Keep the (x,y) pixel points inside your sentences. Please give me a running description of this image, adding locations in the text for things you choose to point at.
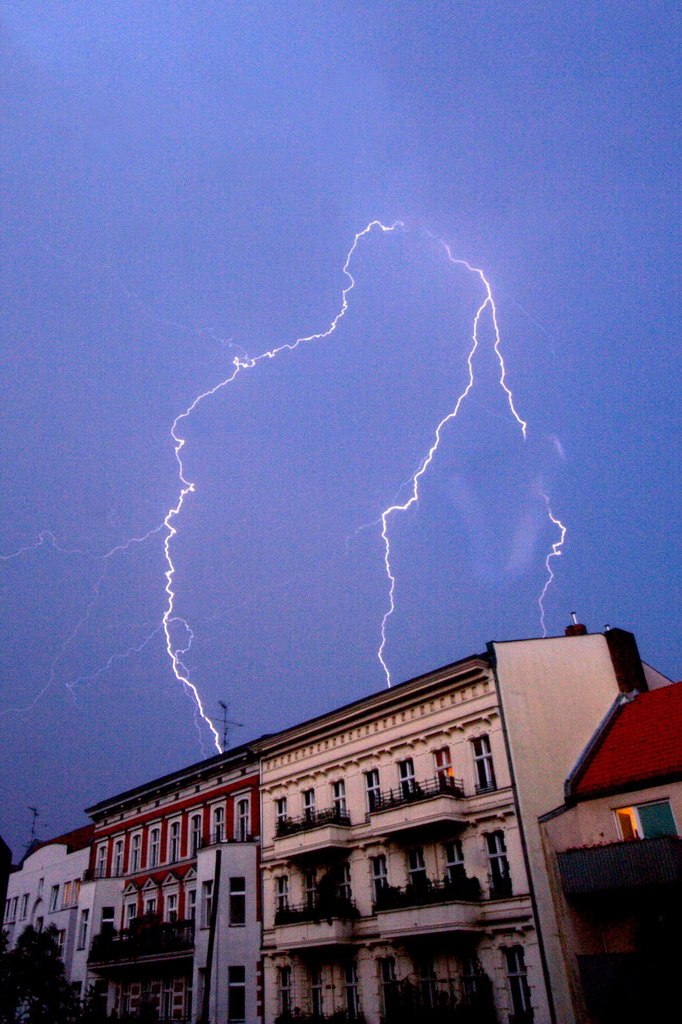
At the bottom (364,1018) we can see a building (334,1013), poles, fences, trees (23,997), plants (29,950), doors (631,830). In the background (304,487) we can see thunder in the sky (365,289).
